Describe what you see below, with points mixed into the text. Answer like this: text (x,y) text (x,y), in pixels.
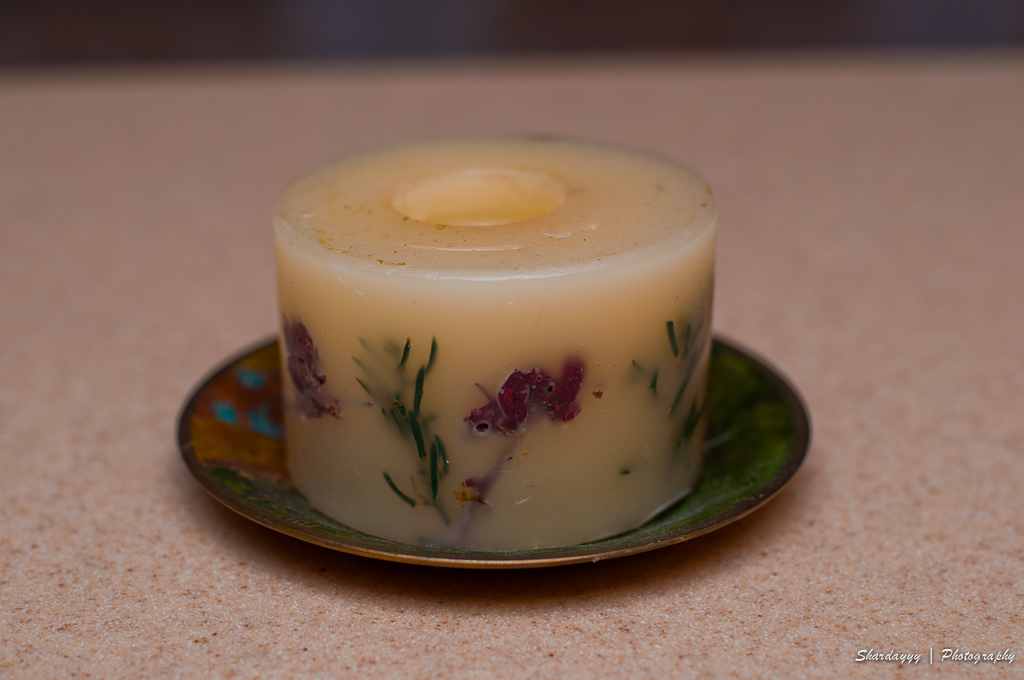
This is a zoomed in picture. In the center (566,433) there is an object (521,374) seems to be the food item (558,369) which is placed on the plate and the plate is placed on another object (367,151). In the bottom right corner (868,657) there is a text (969,656) on the image.
